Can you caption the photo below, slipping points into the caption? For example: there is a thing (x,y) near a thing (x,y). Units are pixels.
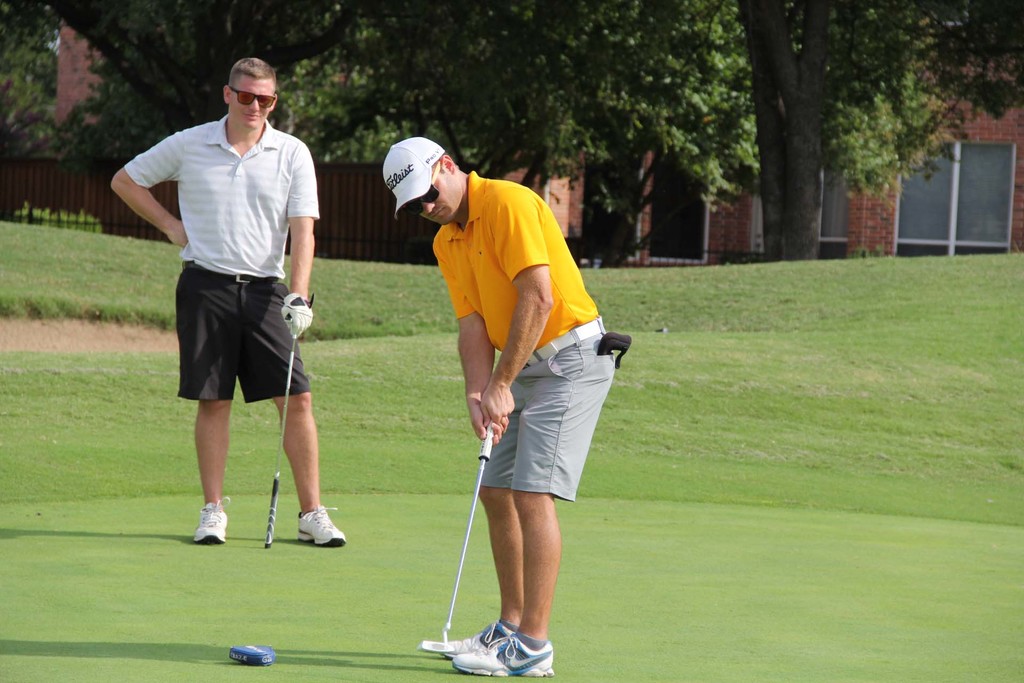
In the image there is a man (471,413) with cap (406,174) and goggles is standing on the ground (376,584) and he is wearing shoes (492,628). Behind him there is a man (198,214) with goggles (243,92) is standing and holding a stick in the hand (290,319). In the background (22,157) there is a fencing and also there are trees (24,129). Behind the trees (894,95) there is a building (653,212) with walls (849,244) and glass windows (939,182).
